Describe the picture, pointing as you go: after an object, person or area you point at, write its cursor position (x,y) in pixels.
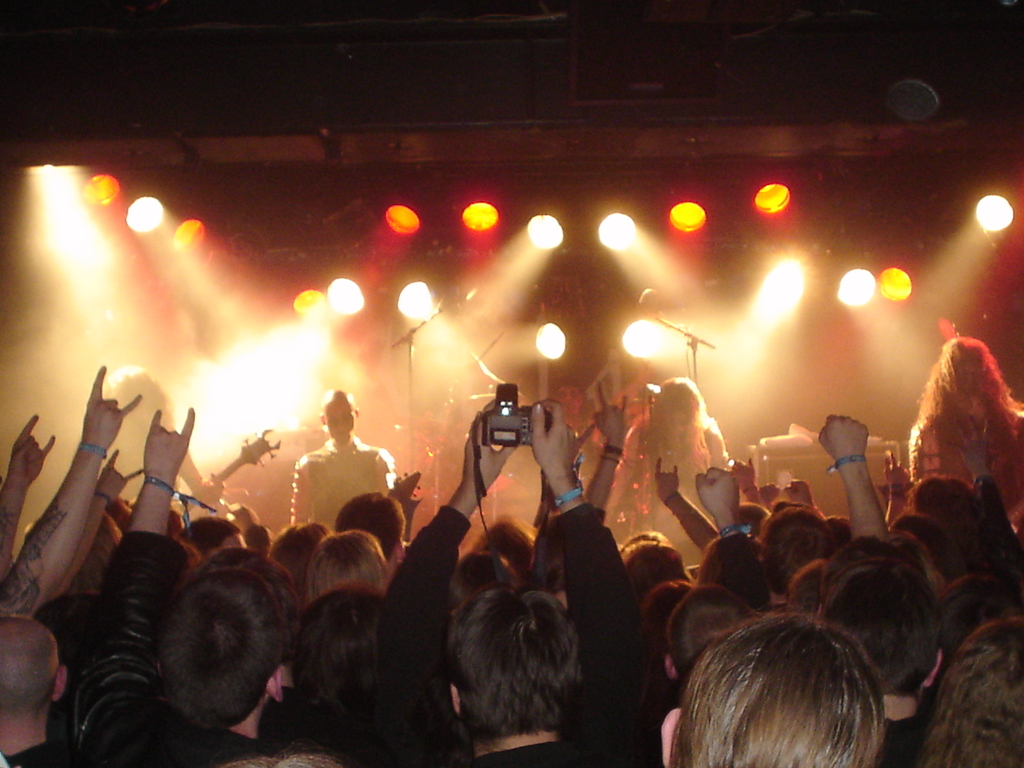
In this picture we can see a group of people (333,537), camera (498,425), mic stands (417,332), lights (544,350) and some objects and in the background (557,206) it is dark.
